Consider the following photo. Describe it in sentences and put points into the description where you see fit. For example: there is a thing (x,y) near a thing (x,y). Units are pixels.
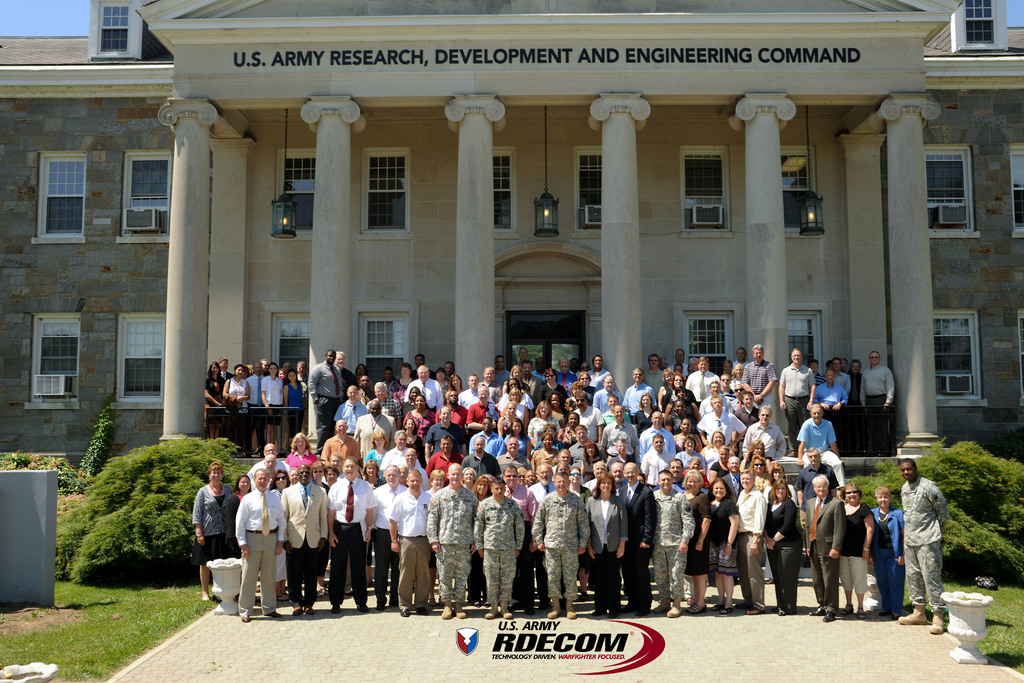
This is the picture of a building (495,305) to which there are some windows (577,166), some lamps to the roof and in front of it there are some people (577,469) standing and around there are some plants (161,511) and trees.
